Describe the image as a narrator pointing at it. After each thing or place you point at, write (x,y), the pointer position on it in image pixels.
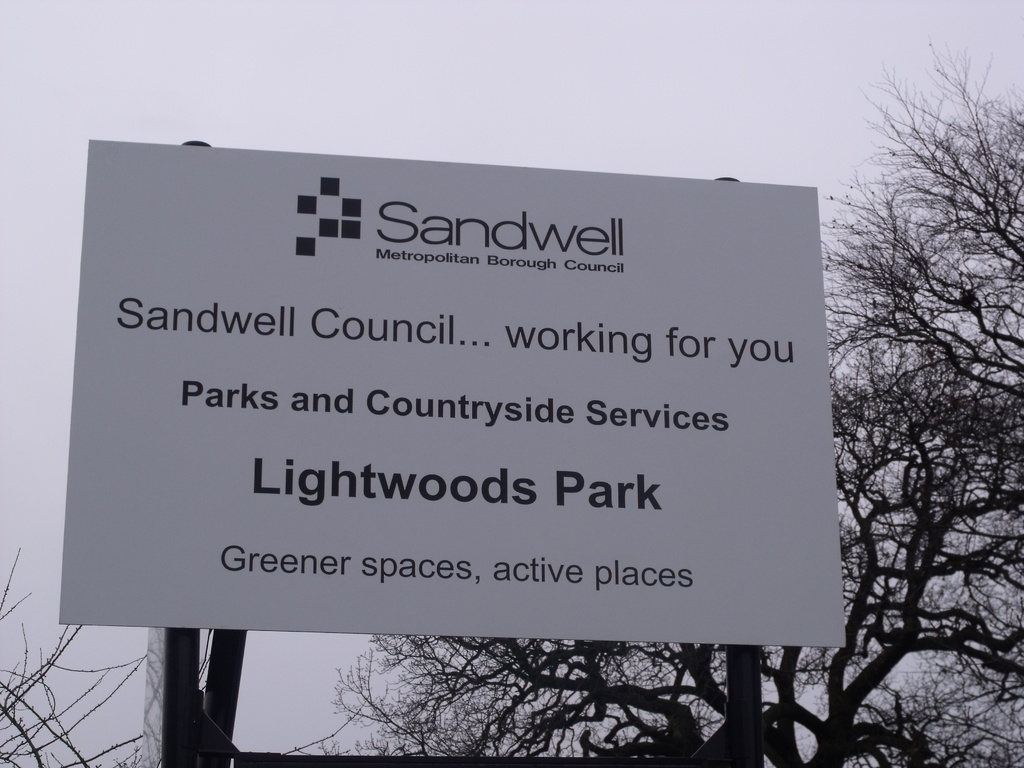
In this image we can see a board (533,519) with some text (537,564), there are some poles (156,678) and trees (715,650), in the background (896,560) we can see the sky (693,142).
